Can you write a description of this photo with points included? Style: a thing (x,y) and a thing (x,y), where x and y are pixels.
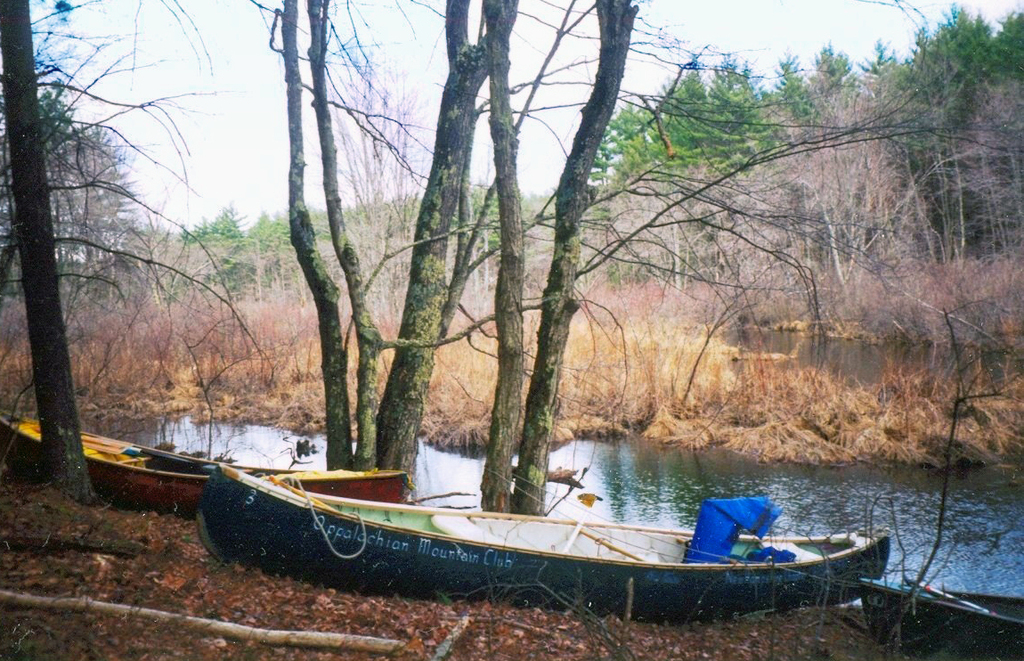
In this image we can see the boats (540,536) on the side of a river (161,442). Here we can see the water (791,475). Here we can see the grass (675,358) on the side of a river (837,340). In the background (803,175), we can see the trees (570,191). Here we can see a wooden log (220,623) on the left side (316,641).
